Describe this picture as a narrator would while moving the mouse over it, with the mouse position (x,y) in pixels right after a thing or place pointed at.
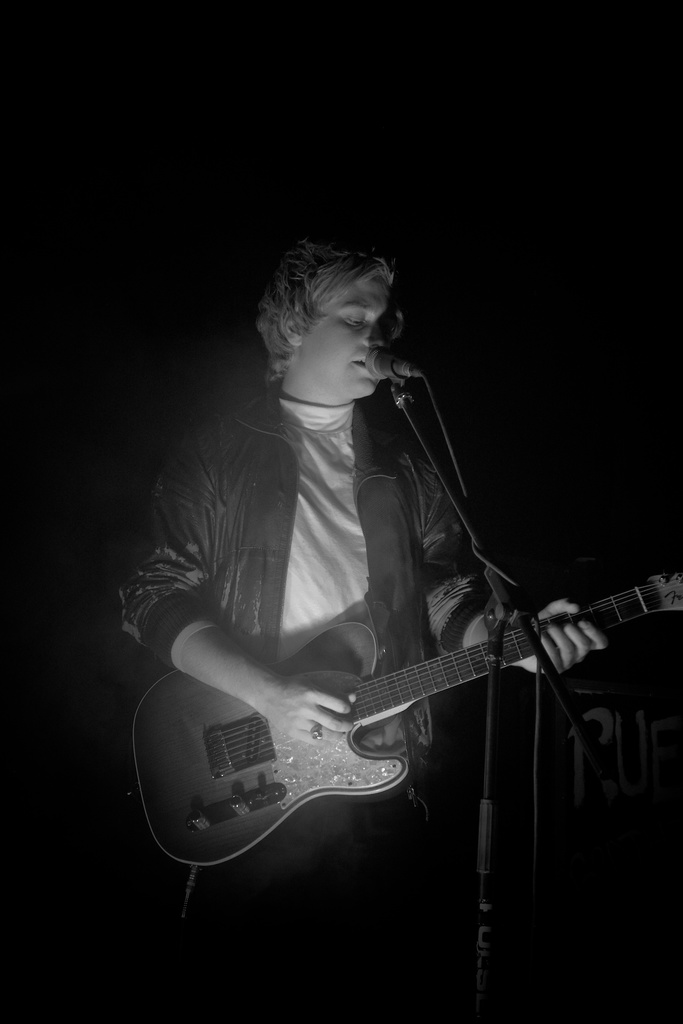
In this picture, there is a man (275,545) holding a guitar (272,771) in his hand (293,701), in front of a microphone (405,375) and stand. He is singing and playing the guitar (224,726).
